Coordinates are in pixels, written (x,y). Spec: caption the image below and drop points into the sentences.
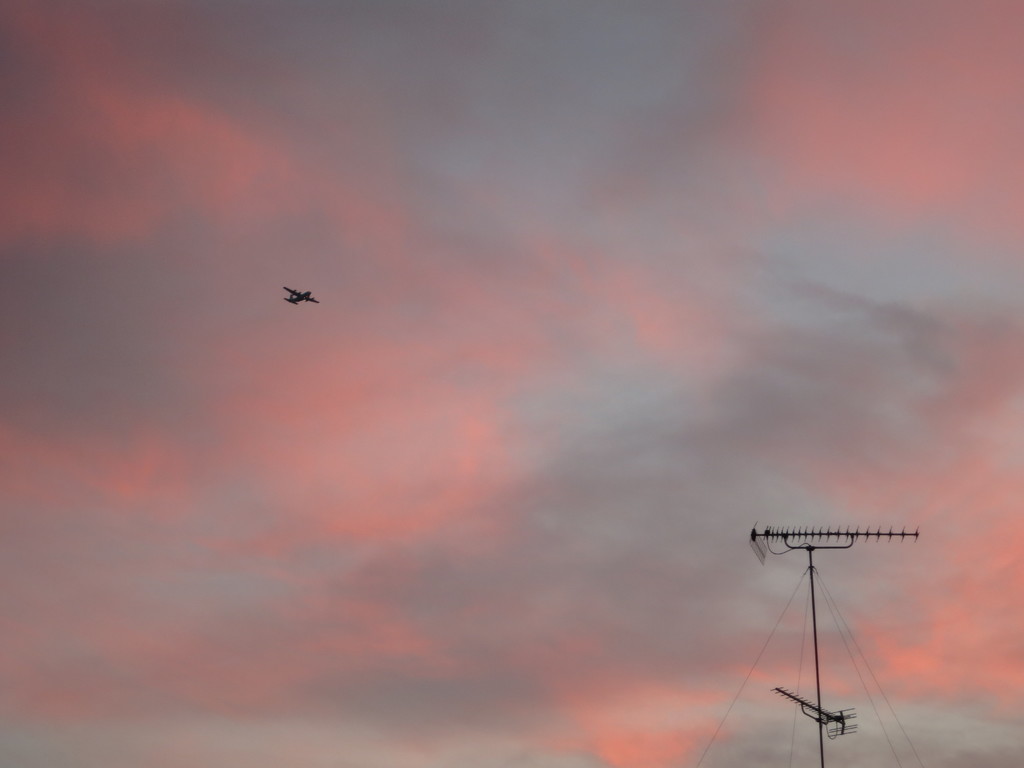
In this image there is an antenna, aeroplane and sky (523,320).
